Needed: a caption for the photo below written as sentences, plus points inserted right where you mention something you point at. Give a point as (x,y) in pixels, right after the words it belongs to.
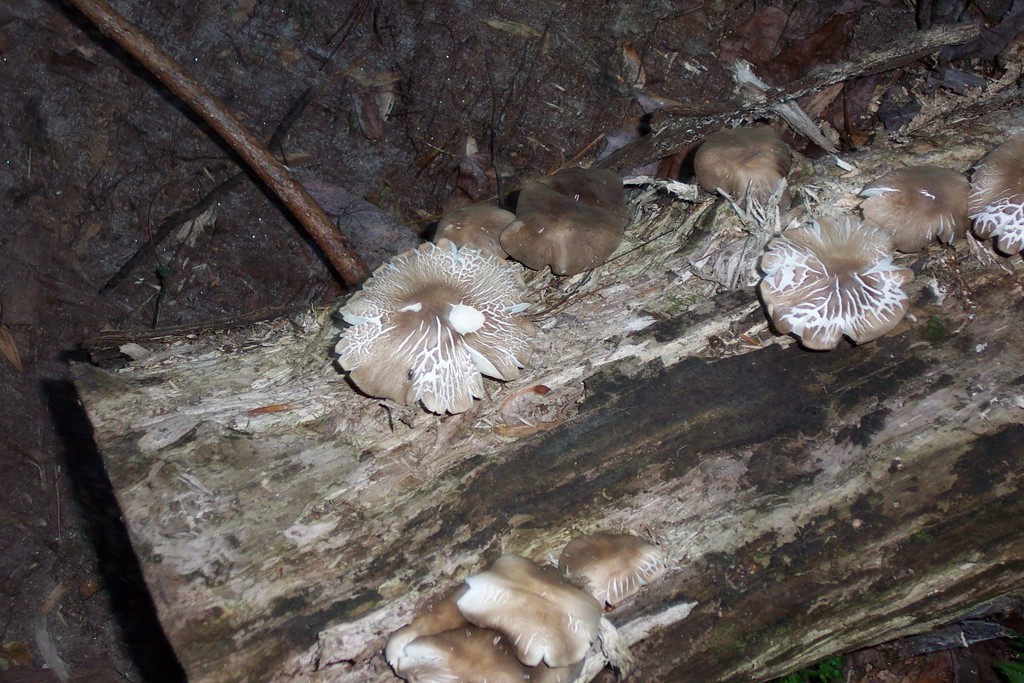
In this image, I think these are the kind of mushrooms (857,286), which are on a wooden log (779,399). This is a branch (286,180). In the background (492,94), It looks like soil (357,151).
